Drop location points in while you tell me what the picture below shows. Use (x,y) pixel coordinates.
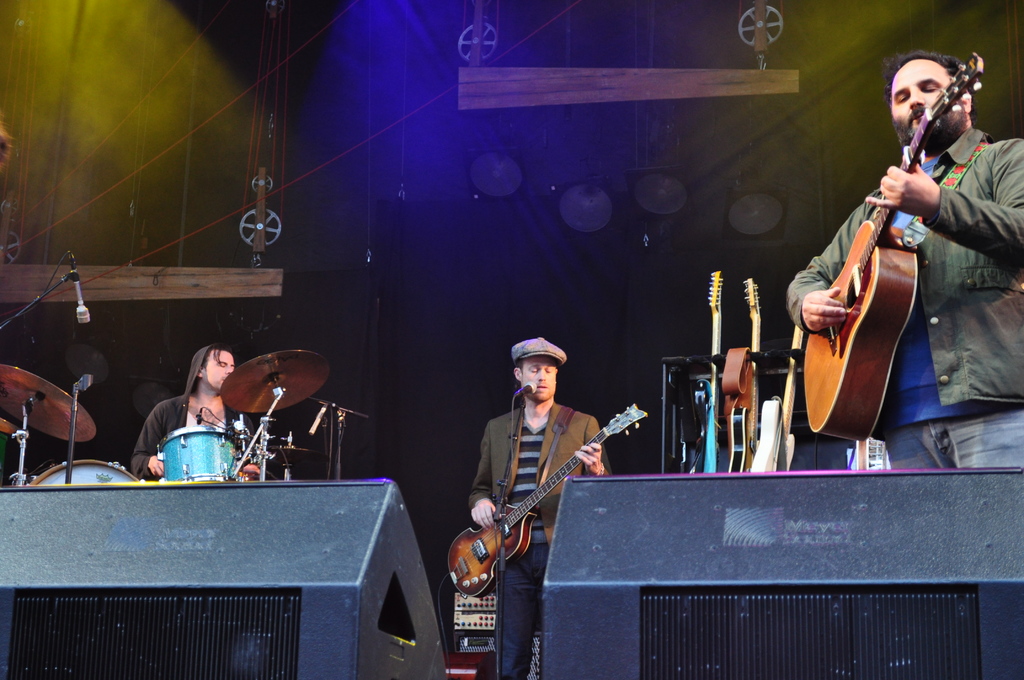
On the right side of the image (950,335) I can see a man (954,296) wearing a shirt (961,314) and playing a guitar (901,291). In the middle of the image (527,452) there is a person (526,494) standing and holding the guitar (521,535) in his hands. In front of this person (520,431) there is a mike stand (511,449). On the left side of the image (214,415) I can a person (189,421) playing the drums (205,455).
